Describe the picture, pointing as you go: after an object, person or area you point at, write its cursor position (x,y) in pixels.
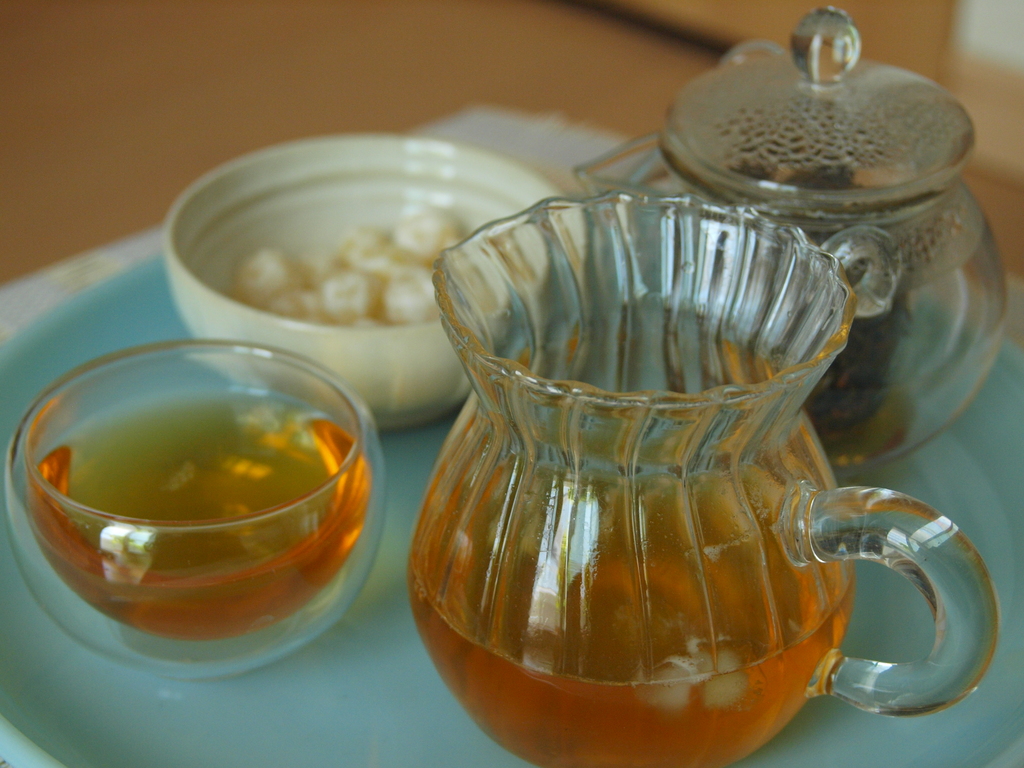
In this picture we can see a plate (302,710), we can see two bowls (342,508) and two glass jugs (726,379) present in the plate (413,509), there is some drink (229,484) in this bowl (341,499) and jug (683,552), we can see a blurry background (213,72).
